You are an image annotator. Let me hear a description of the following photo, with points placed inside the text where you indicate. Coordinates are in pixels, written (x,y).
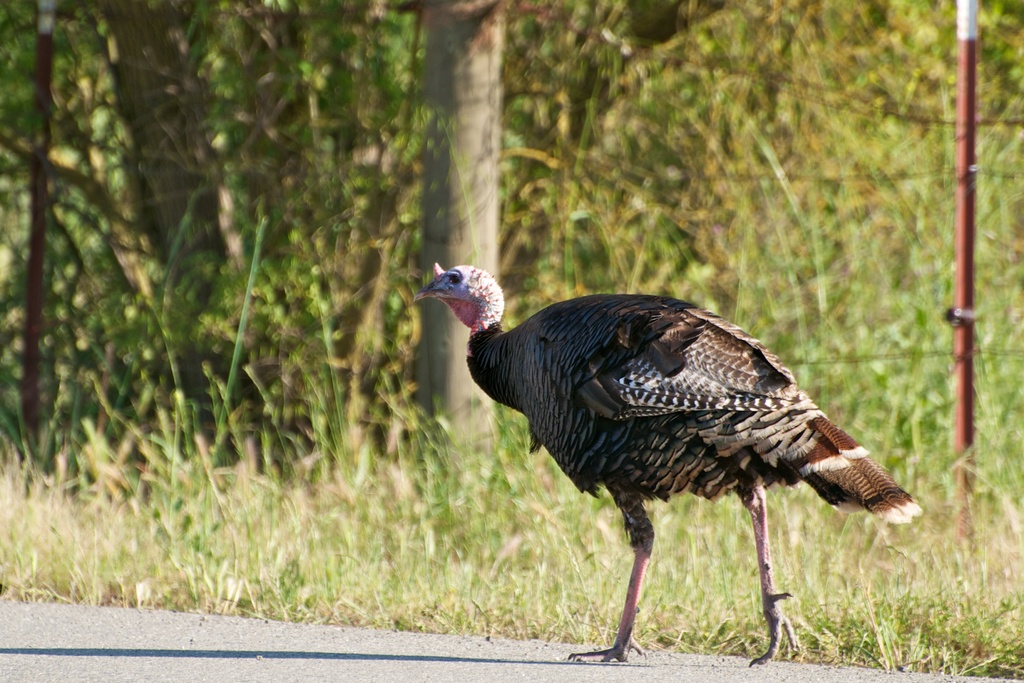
In the picture we can see the bird (762,472) on the part of the road surface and beside it we can see grass surface (459,476) and trees (100,61) and we can see two poles (35,216) on the either sides.
